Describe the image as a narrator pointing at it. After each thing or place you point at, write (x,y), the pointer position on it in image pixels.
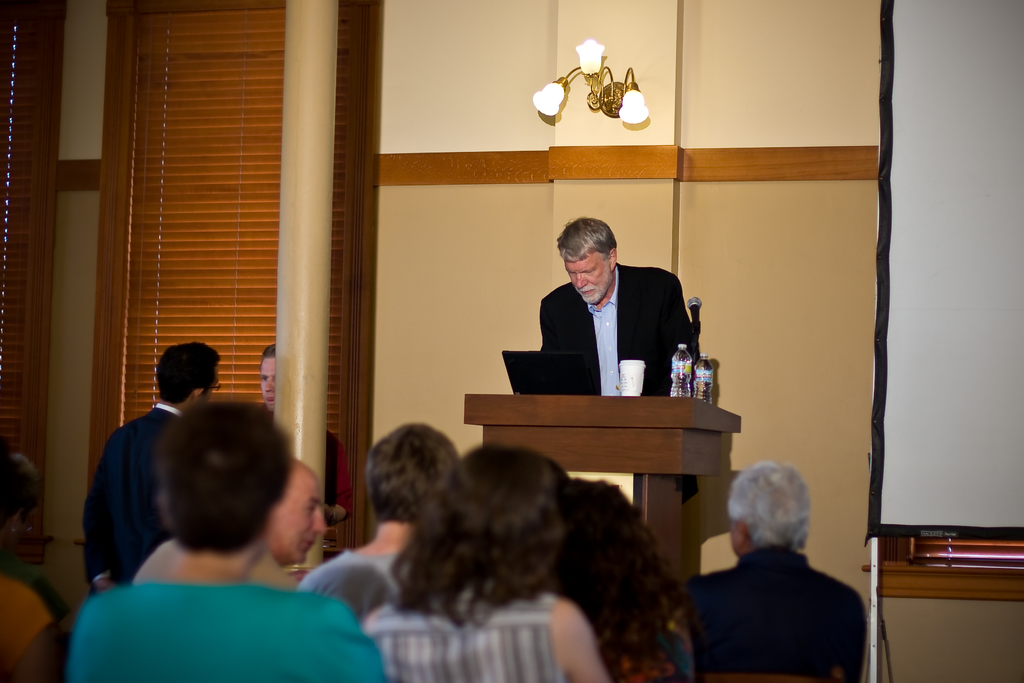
People (375,583) are present in a room (578,362). A person (606,310) is standing at the back (549,364) and operating a laptop (564,370). There is a microphone (697,316), plastic bottles (683,380) and a glass (633,369). At the left (222,164) 2 people (215,367) are standing and there are blinds (235,223) behind them. There is a lamp (625,112) on the wall (563,108).
